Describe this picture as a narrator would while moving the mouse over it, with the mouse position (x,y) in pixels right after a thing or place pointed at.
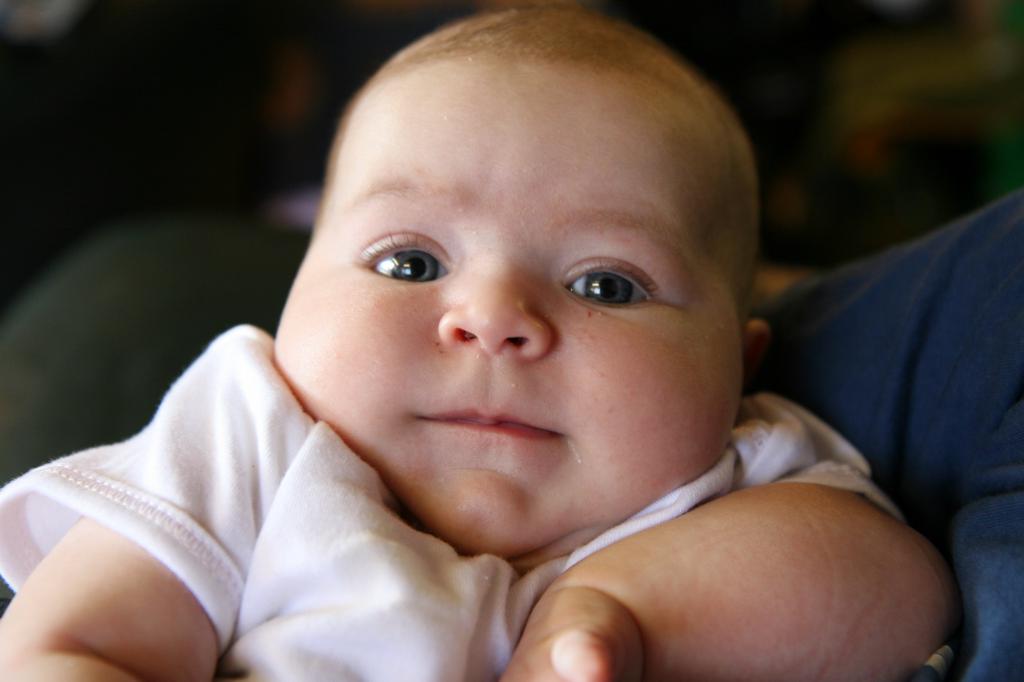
As we can see in the image in the front (286,452) there is a child (400,441) wearing white color dress (410,633) and the background (10,37) is blurred.
